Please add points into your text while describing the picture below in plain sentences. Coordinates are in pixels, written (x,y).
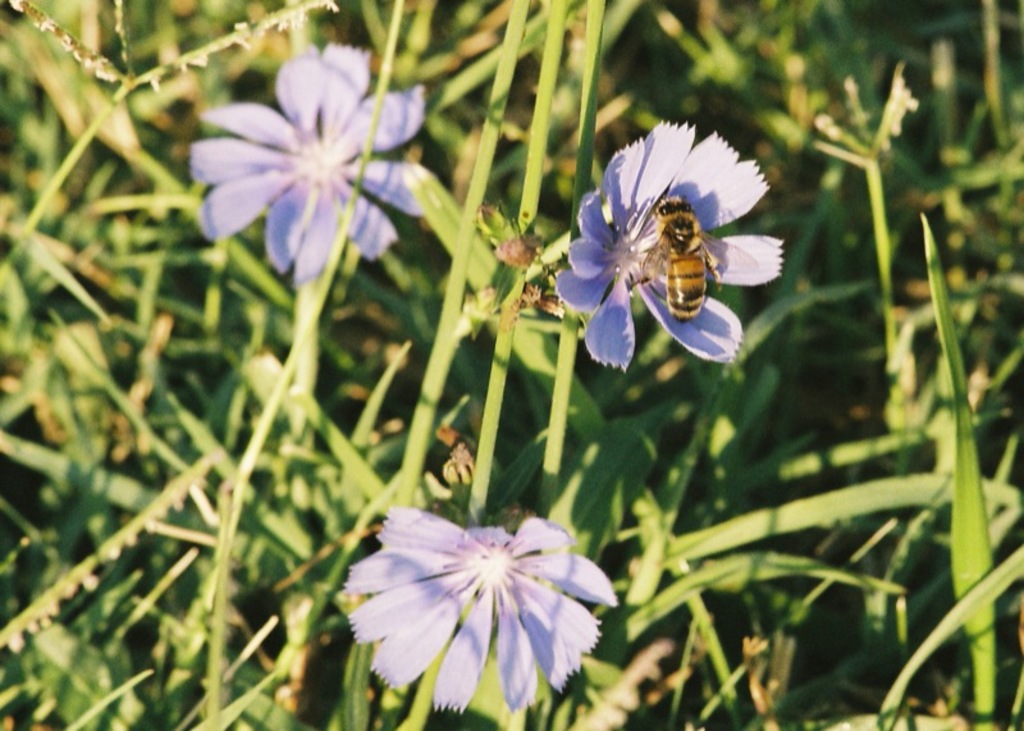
In this image I can see the purple color flowers (411,653) to the plants (375,420). I can see the black and brown color insect (662,270) on the flower (653,245).
